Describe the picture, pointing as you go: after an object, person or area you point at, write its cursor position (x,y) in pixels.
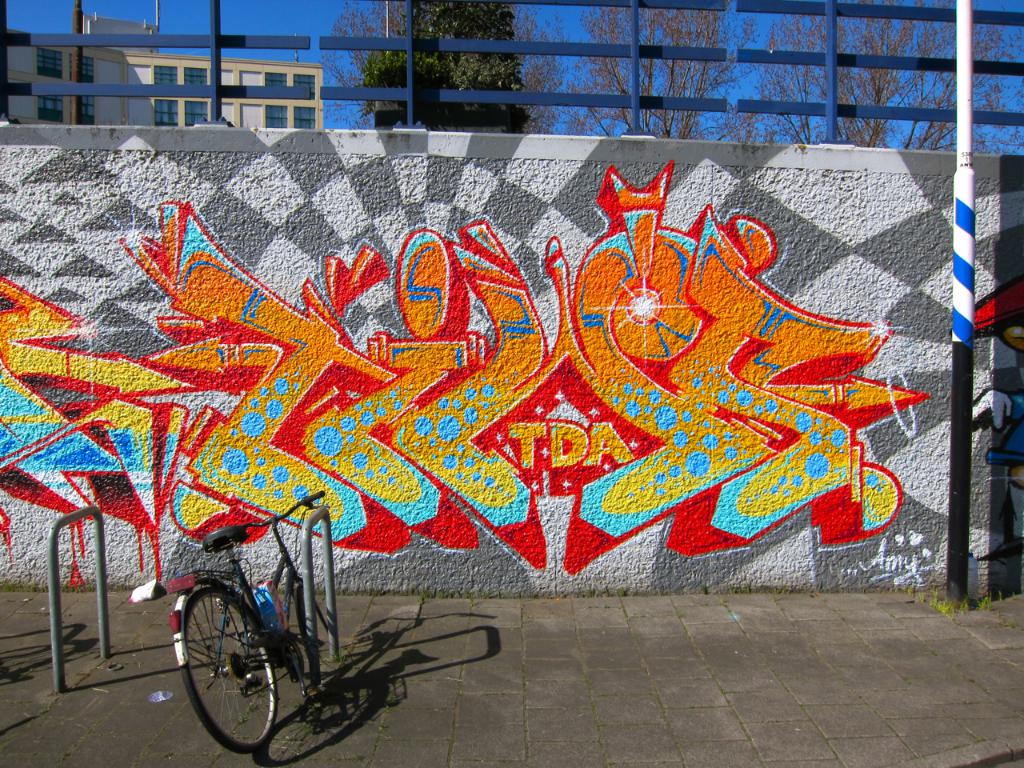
In the image there is a wall (124,404) and on the wall (137,376) there are some paintings (362,413), there is a cycle (213,691) parked on the path (695,704) in front of the wall (458,536), in the background (23,62) there is a building (247,64) and trees (612,9).
